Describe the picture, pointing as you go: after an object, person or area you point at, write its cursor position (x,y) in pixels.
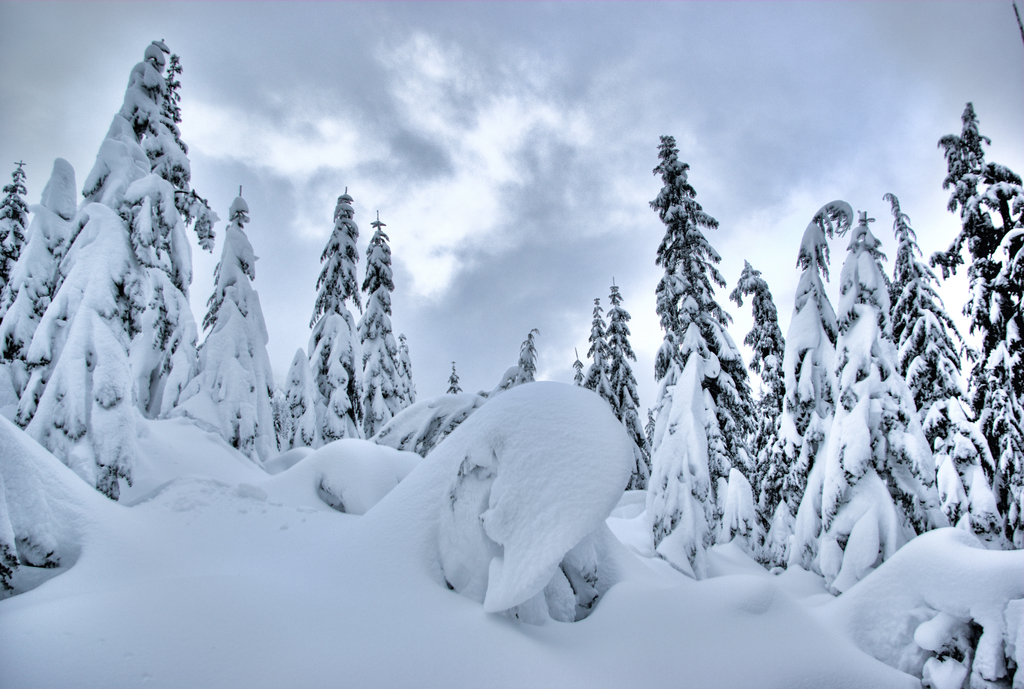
In this image we can see the snow (331,451), there are few trees (713,293) with snow (692,295), in the background (427,211) we can see the sky (489,140) with clouds (510,84).
